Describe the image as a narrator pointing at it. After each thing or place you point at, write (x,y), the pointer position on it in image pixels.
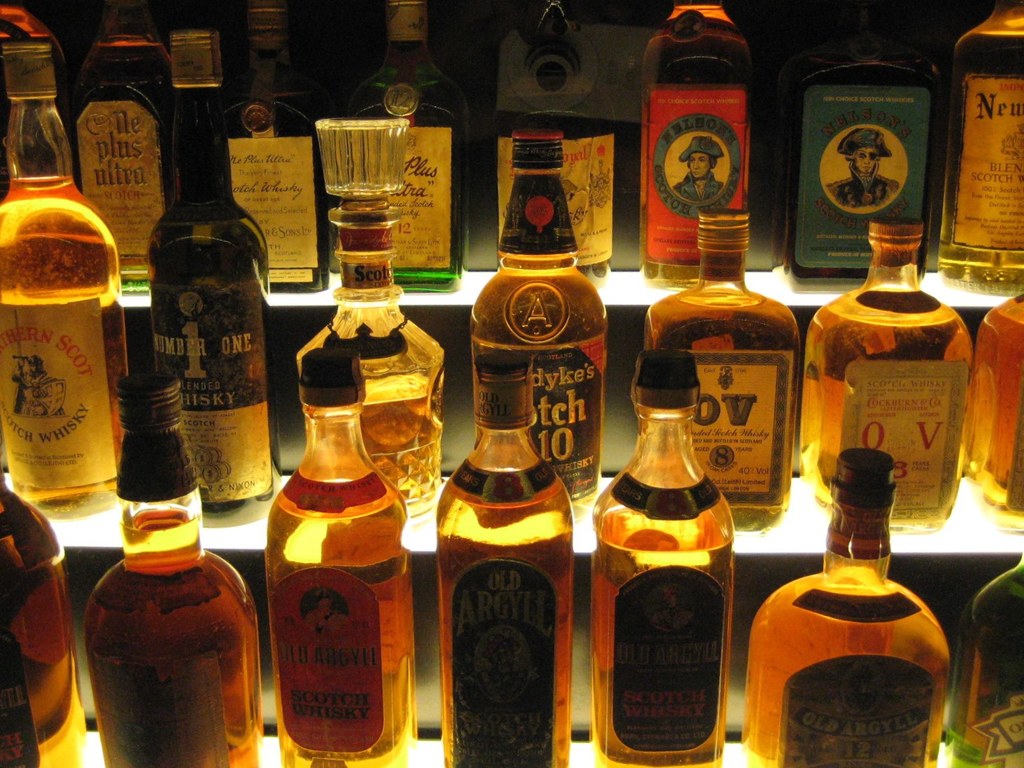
This picture consists of a group of bottles (391,427) kept on the showcase (937,541).
